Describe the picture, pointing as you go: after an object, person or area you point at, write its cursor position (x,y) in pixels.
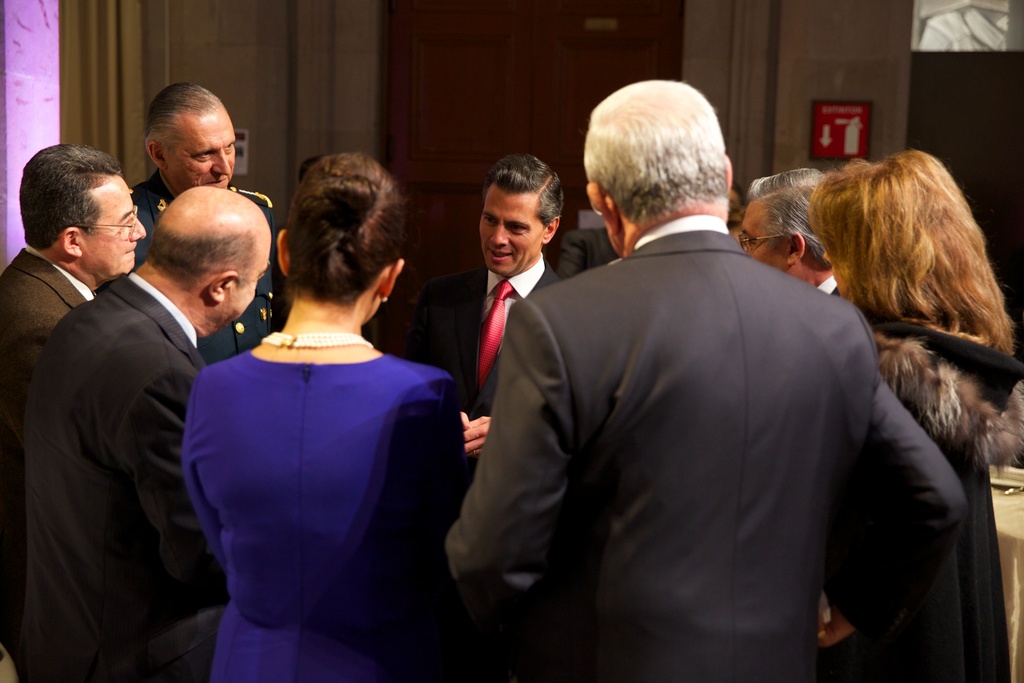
In the center of the image (655,348) there are people (537,383). In the background (452,49) there is door (505,94). There is a wall (761,42). To the right side of the image (1006,583) there is a table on which there is a cloth (1023,544).
